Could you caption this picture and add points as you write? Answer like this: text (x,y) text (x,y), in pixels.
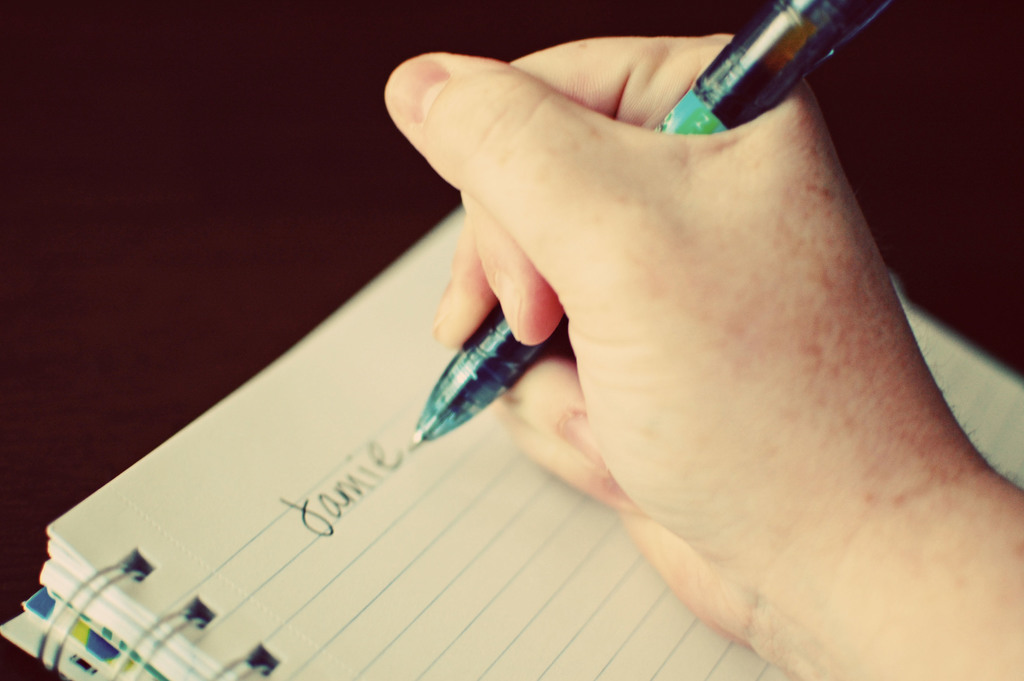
In this image I can see hand (538,438) of a person (640,238) and in the hand (569,308) I can see a pen (751,74). I can also see a notebook (449,449) under the hand (635,472) and on the top side of the notebook (298,485) I can see something is written.
